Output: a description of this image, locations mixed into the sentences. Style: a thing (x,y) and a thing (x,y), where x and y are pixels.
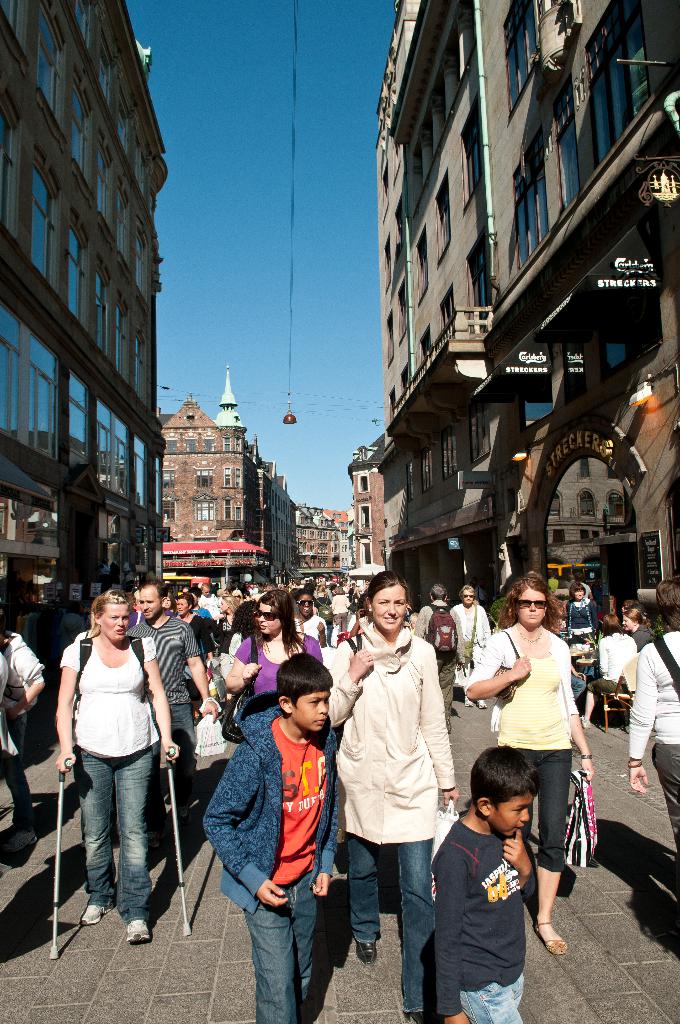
In this image there are many people (285,764) on the road (163,936). In the left (122,447) and in the right (521,326) there are many buildings (431,472). Image also consists of lights (648,400). Sky (310,176) is at the top (261,176).
